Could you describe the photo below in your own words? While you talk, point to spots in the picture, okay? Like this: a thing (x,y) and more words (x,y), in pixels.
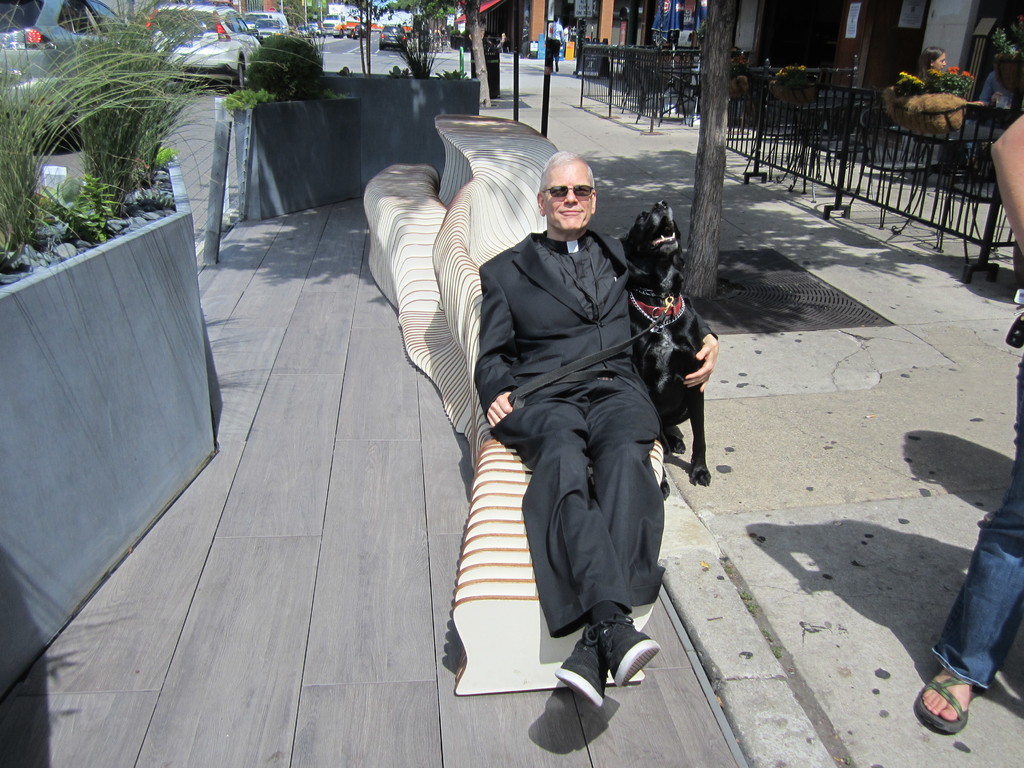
This is the picture of a man (540,241) in black suit (569,396) and holding a dog (631,305) and lying on the thing (490,170) in the street (357,459) and beside him there is a plant (121,125), cars (66,91) and some shops (763,46) around him.
